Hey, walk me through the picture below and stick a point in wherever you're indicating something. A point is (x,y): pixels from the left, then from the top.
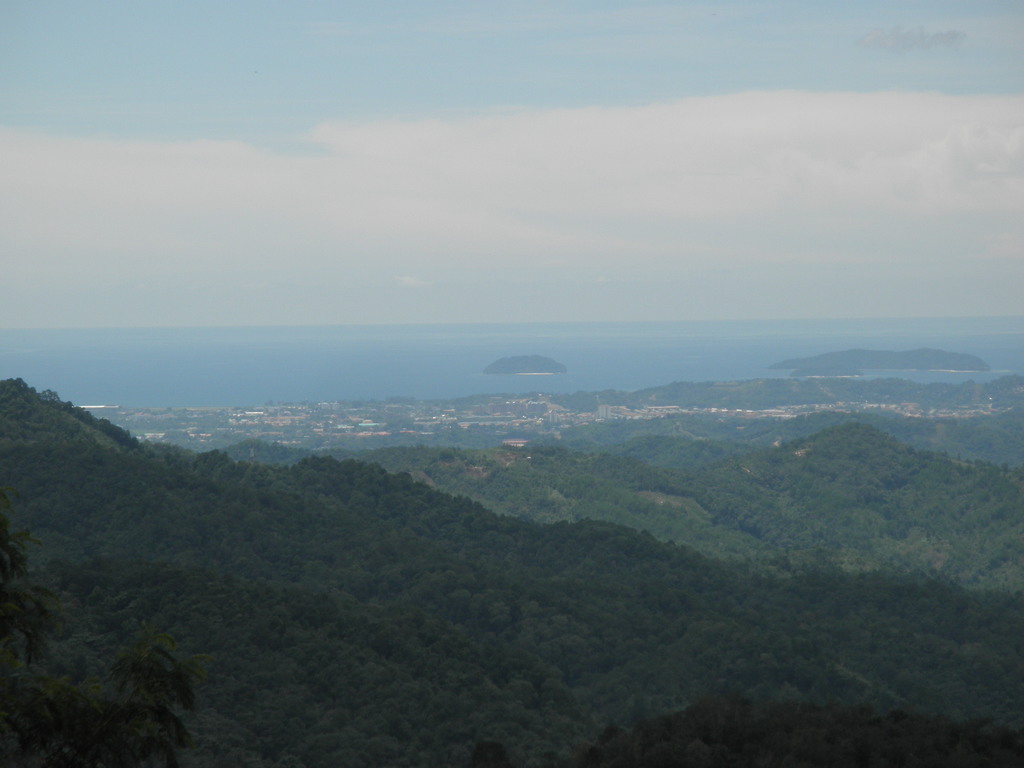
In this image we can see hills (638,514) with trees (646,517). In the background (340,381) there is water (464,334). Also there is sky (664,105) with clouds (677,134).
